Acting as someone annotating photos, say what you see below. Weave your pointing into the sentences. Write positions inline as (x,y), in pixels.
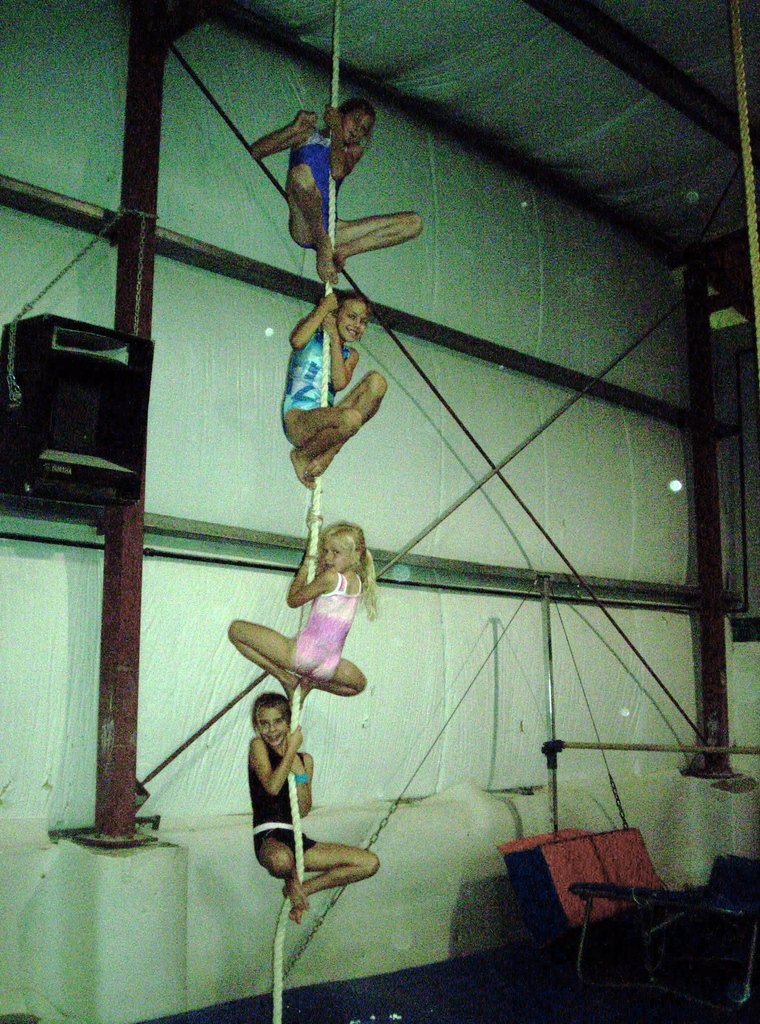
This image consists of girls (277,846) climbing a rope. At the bottom (388,1002), there is a floor (475,993). In the background (139,446), there is a speaker (28,493) hanged to the pole (152,10). And we can see the iron rods (426,381) along with a wall (269,303).
